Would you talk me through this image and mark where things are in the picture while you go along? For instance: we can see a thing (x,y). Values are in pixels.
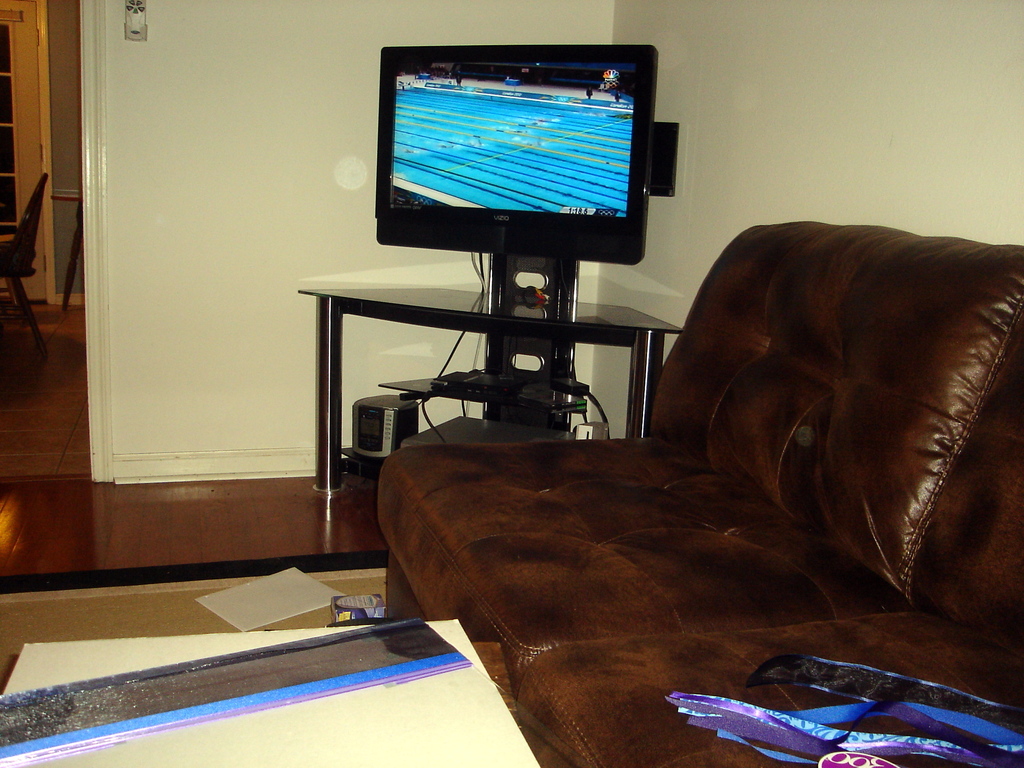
There is a room (559,447) in the given picture in which a sofa (657,440), TV (528,210) are located. The television (497,213) is placed on the table (352,311). In the background (220,184), there is a wall (798,124) here.
